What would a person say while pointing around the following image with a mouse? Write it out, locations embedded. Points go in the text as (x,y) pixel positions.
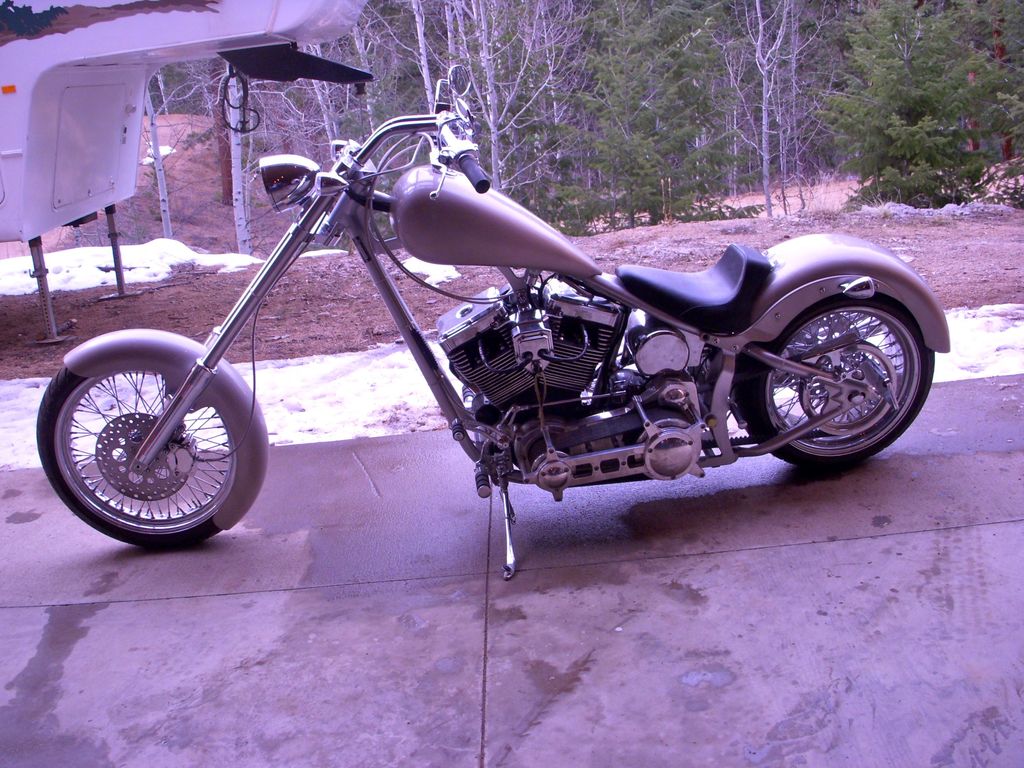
In this picture we can see a motor bike (810,453) and an object (38,46) on the ground (941,268) and in the background (508,96) we can see trees (676,24).
